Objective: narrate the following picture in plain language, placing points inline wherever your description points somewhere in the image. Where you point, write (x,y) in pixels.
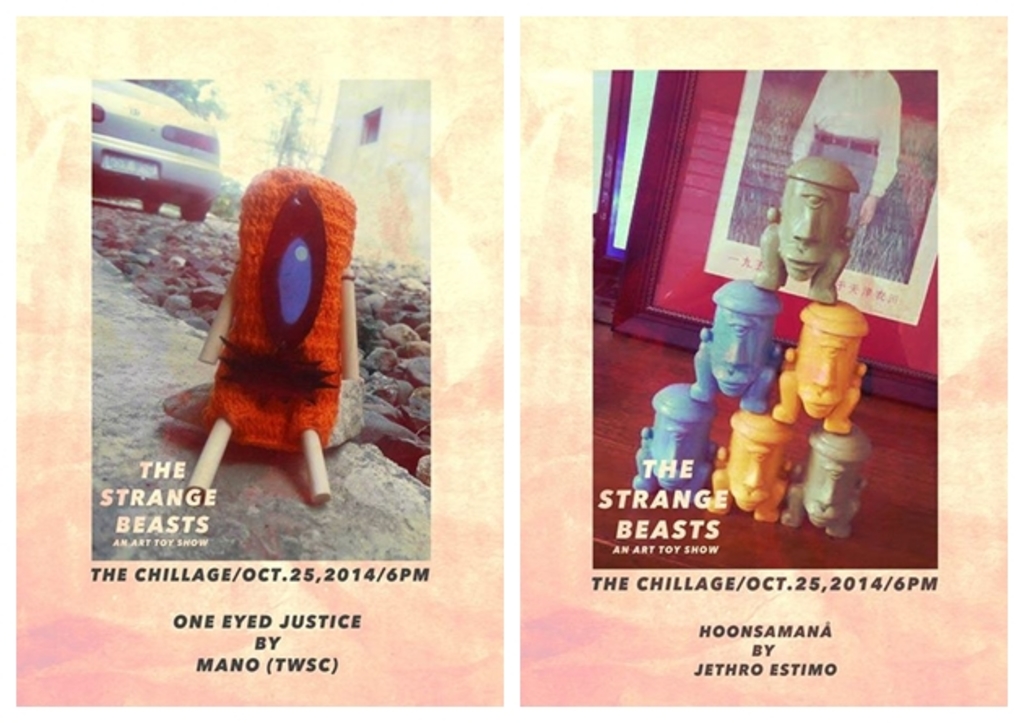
This image consists of a poster (637,427) with a few images (688,306) and a text (265,617) on it. In this image there is a car (133,186) parked on the ground (176,318) and there is a toy (268,343). There are a few pebbles (364,362). On the right side of the image (758,404) there are a few toys (753,488) on the floor (767,536) and there is a poster (868,200) on the wall (897,330).
